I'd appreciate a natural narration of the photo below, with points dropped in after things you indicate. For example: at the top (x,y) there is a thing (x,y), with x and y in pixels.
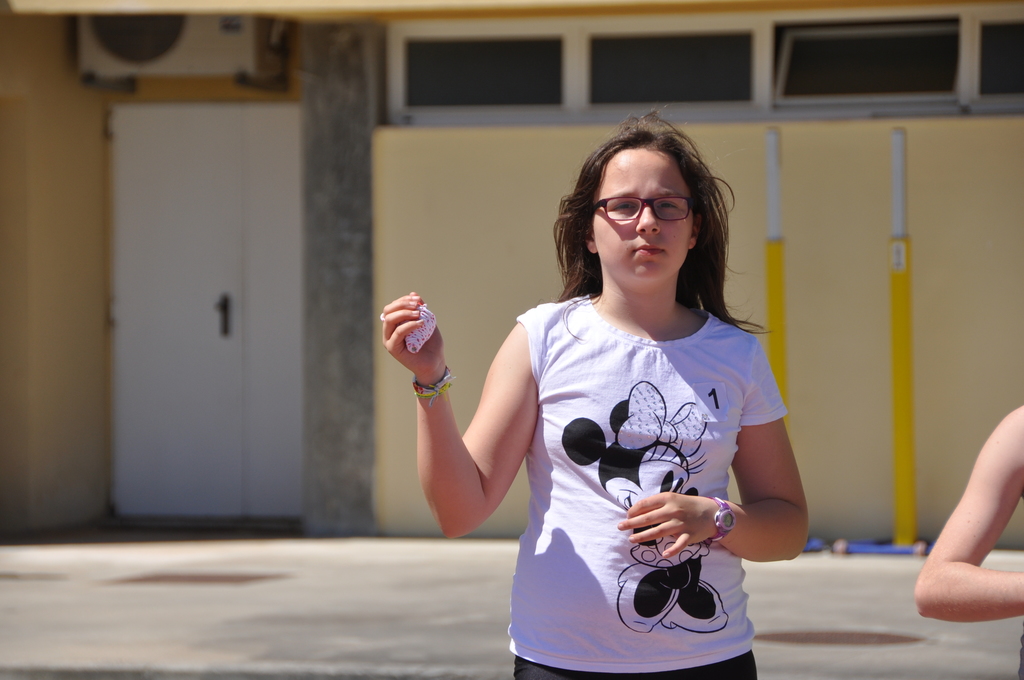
In this image in the center (626,421) there is one woman (665,392) and beside her there is another person (984,458), in the background (382,307) there is a house (955,291), wall (970,303), windows (536,76) and air conditioner (166,58). At the bottom (208,594) there is a walkway (837,557).
